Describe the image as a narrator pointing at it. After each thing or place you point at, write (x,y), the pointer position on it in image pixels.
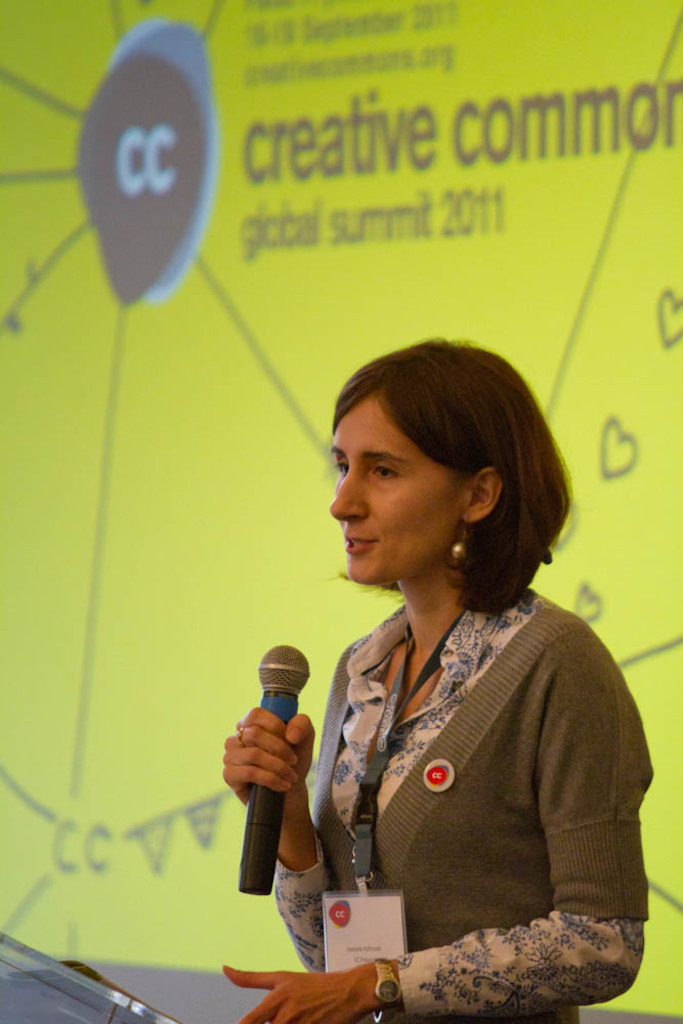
In this image I can see the person (493,674) wearing the white, blue and ash color dress (464,847). The person (465,910) standing in-front of the podium (97,1013) and holding the mic (271,671). In the background (202,375) I can see the yellow color screen (101,760).
